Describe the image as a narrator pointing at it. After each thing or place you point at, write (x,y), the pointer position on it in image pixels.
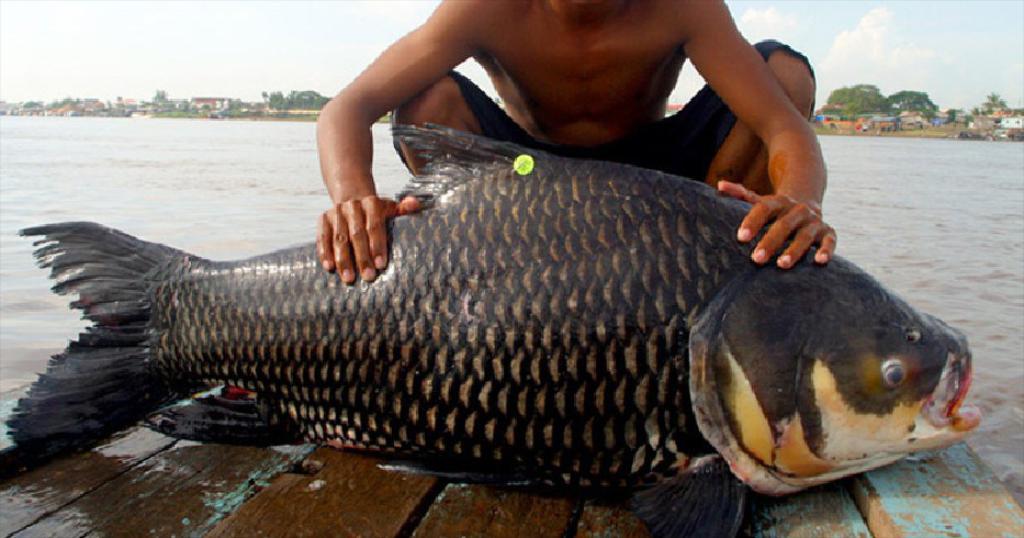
In this picture we can see a fish (309,381) on the platform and we can see a person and in the background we can see water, houses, trees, sky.
